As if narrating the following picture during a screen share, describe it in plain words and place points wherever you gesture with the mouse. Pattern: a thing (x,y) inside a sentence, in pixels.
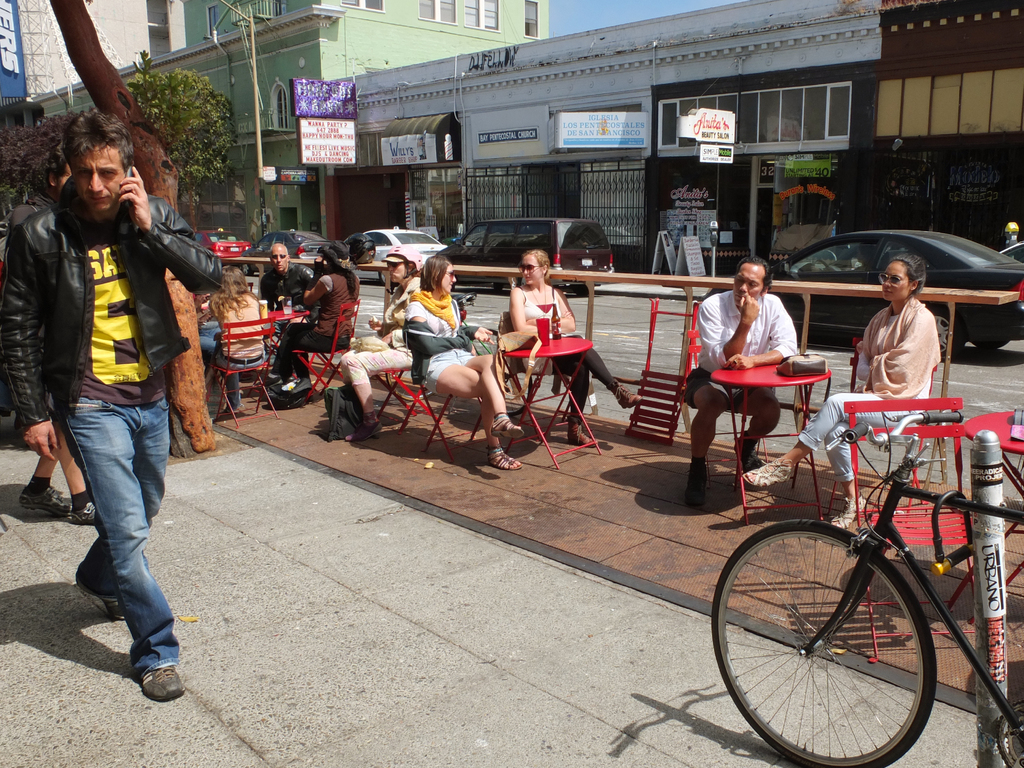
As we can see in the image, there is a tree (174,83), buildings (516,59), poster (339,139), banner (322,135), a man (108,155) walking on sidewalk (61,520) and few people (789,319) sitting on chairs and on road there are cars (846,268).
